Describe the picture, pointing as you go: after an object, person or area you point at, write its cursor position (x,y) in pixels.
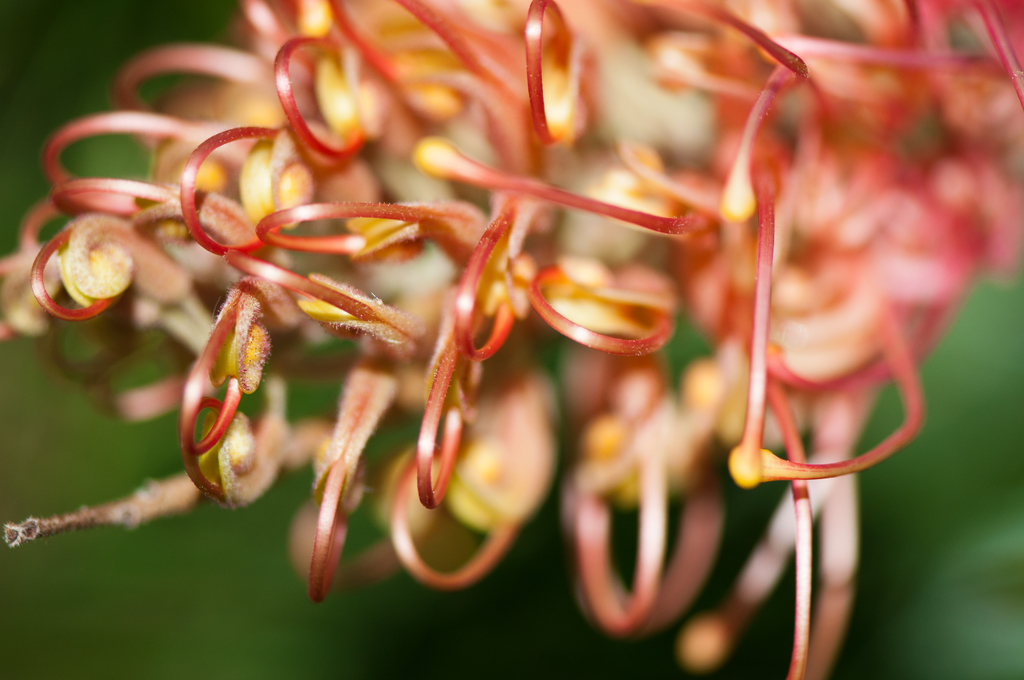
In the foreground of this picture (448,240) we can see some objects (183,218) seems to be the flowers (221,481). The background of the image (80,604) is green in color.
